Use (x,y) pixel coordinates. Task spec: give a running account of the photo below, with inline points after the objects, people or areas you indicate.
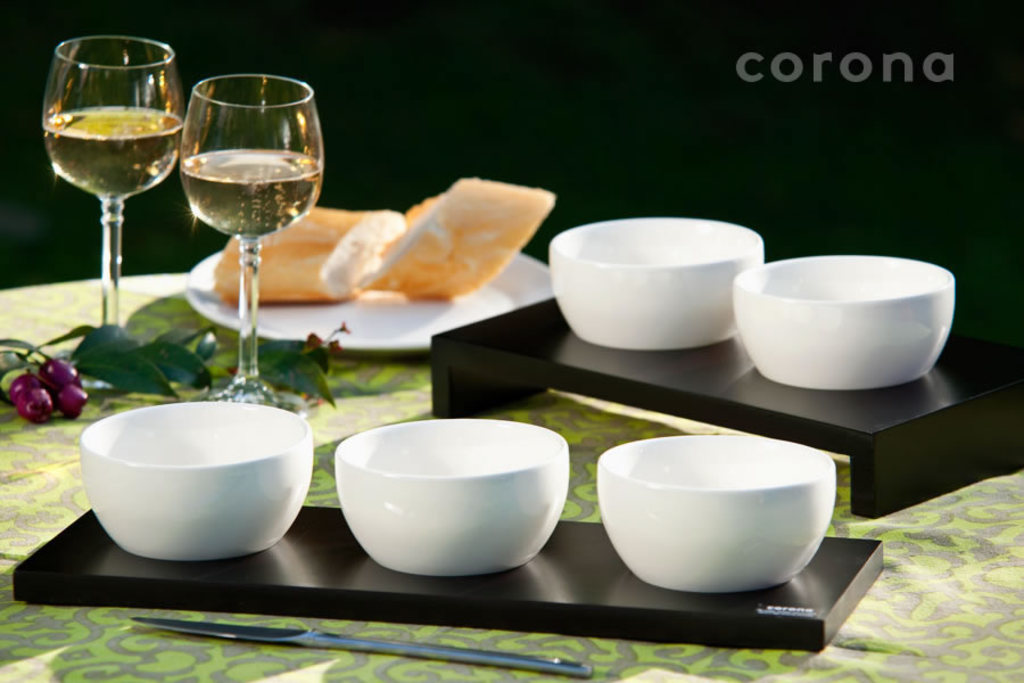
In this image we can see a few bowls (737,524) placed on the wooden objects (593,573). There is some food (485,267) on a plate (366,302) and there are two glasses (193,151) with drink (218,157). On the left side (38,394) we can see few fruits (38,407) on a cloth (33,426). At the bottom (268,637) we can see a knife (455,653) on a cloth (891,632).
